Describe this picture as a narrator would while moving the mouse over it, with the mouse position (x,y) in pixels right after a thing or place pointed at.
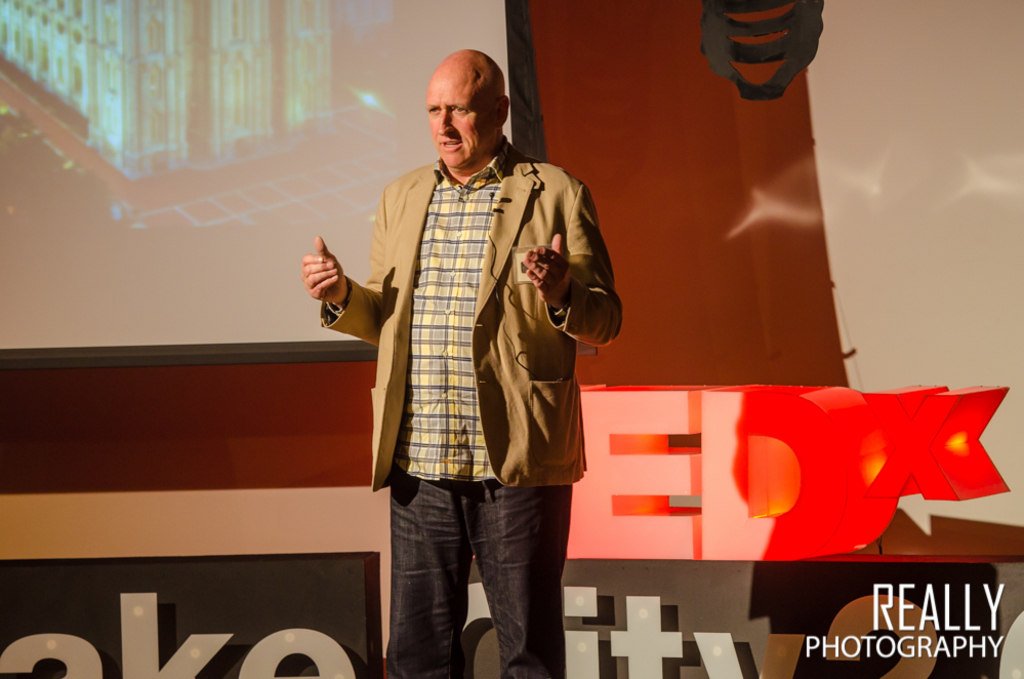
In the center of the image (452,391), we can see a person (477,342) standing and wearing a coat (382,236) and an id card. In the background (246,166), there is a screen (369,170) on the board (773,307) and at the bottom (907,642), there is some text (843,532). At the top (717,27), we can see an object (715,47).
